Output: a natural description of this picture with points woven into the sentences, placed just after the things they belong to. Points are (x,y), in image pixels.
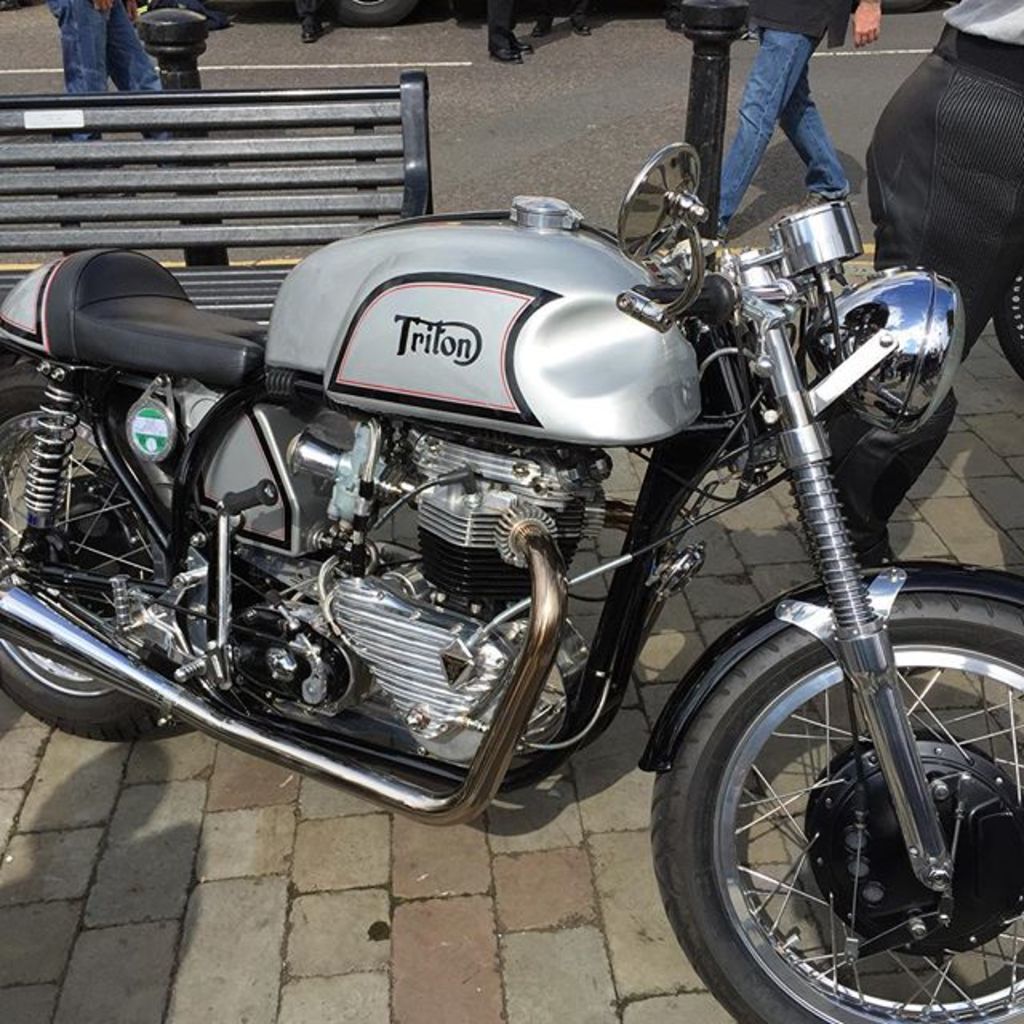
In this image there is a bike (358,590) on the pavement (495,912). Left side (8,181) there is a bench (227,125). There are poles (172,49) on the pavement (600,537). Right side (985,178) there is a person (902,478) walking on the pavement (945,492). There are people (766,28) walking on the road (490,149). Top of the image (358,20) there is a vehicle (390,14) on the road (548,87).
